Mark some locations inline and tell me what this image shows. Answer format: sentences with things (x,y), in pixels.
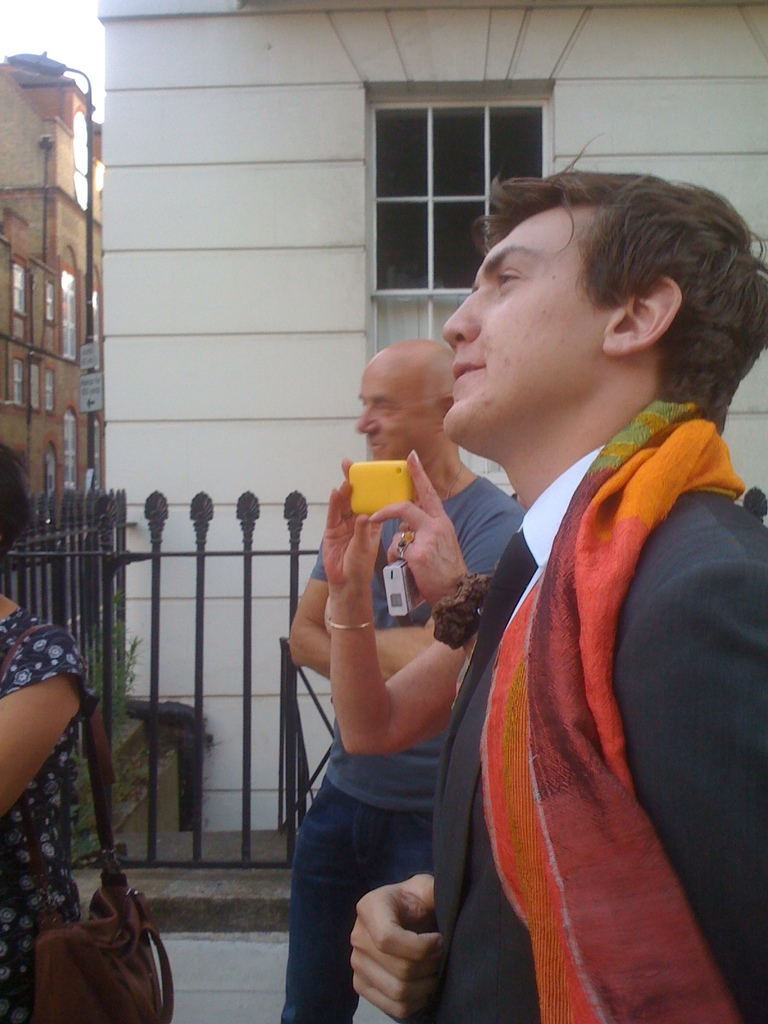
In the left (12,472), a woman (9,458) half visible who is wearing a handbag (111,908) of brown in color. In the right (531,987), three persons (678,657) are visible, who are standing and one person (413,705) half visible, who's holding a mobile (390,491) yellow color in her hand (384,519). the background wall (247,363) is white in color and yellow in color. The sky (55,43) is visible on the top of white in color. This image is taken on the road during day time.
